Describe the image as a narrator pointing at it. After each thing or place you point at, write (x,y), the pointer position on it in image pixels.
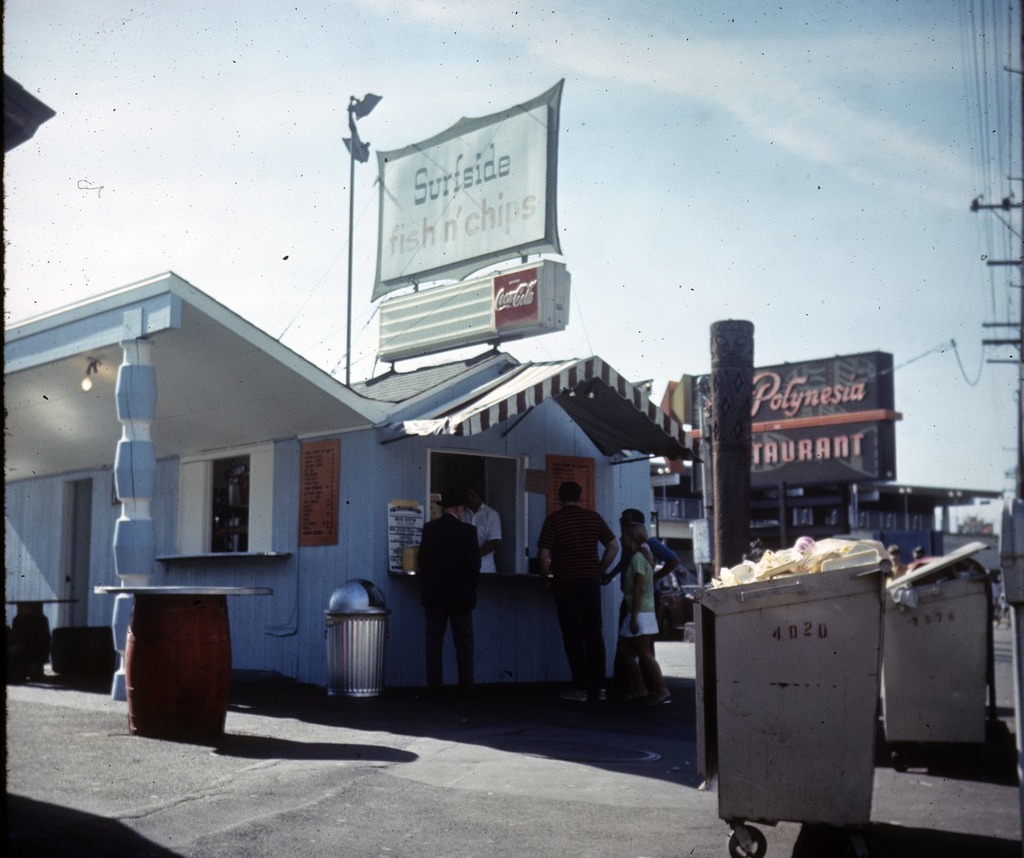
There is a group of persons (582,698) standing in the middle of this image (477,572). We can see a building (530,508) in the background (676,541). There are two dustbins (860,670) on the right side of this image (873,721). There are some display boards (471,269) present on the building (516,418). There is a sky (774,203) at the top of this image (282,145).
